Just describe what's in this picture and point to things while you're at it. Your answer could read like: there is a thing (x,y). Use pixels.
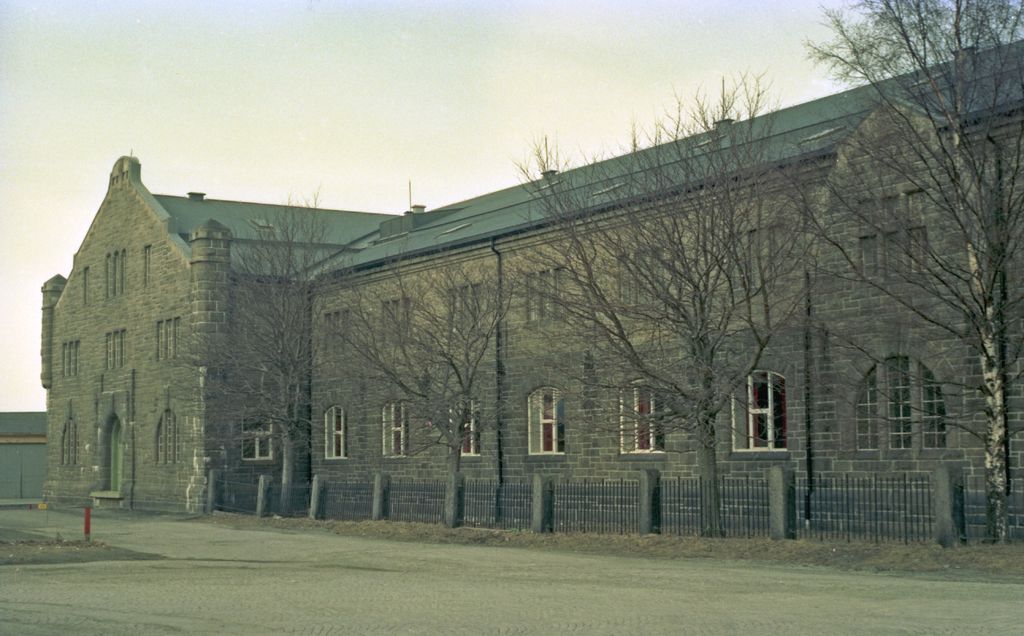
In this image, we can see a building (147,380) with walls (237,407) and windows (636,449). Here we can see pillars (644,528), grills (334,502), trees (997,502), pole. At the bottom (357,565), there is a road (323,569). Background (557,67) we can see the sky (255,101).
